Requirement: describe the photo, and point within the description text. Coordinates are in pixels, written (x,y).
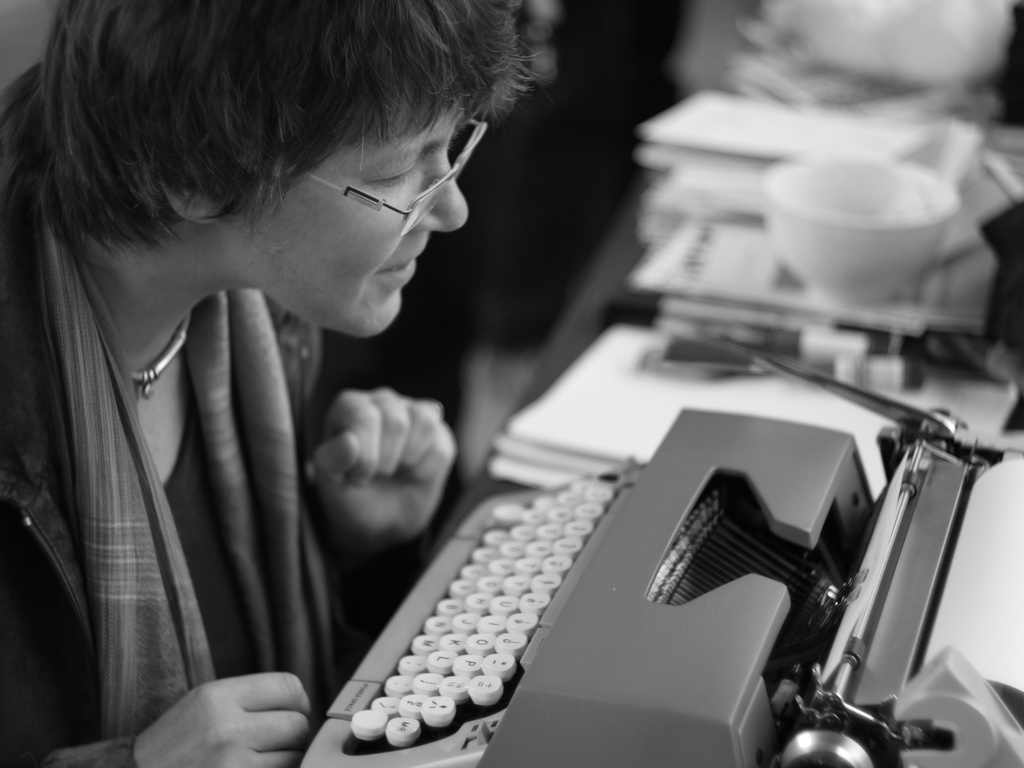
It is a black and white image, there is a woman (177,371) and in front of the woman (348,474) there is a type writing machine (679,565), the background of the machine (611,764) is blur.
